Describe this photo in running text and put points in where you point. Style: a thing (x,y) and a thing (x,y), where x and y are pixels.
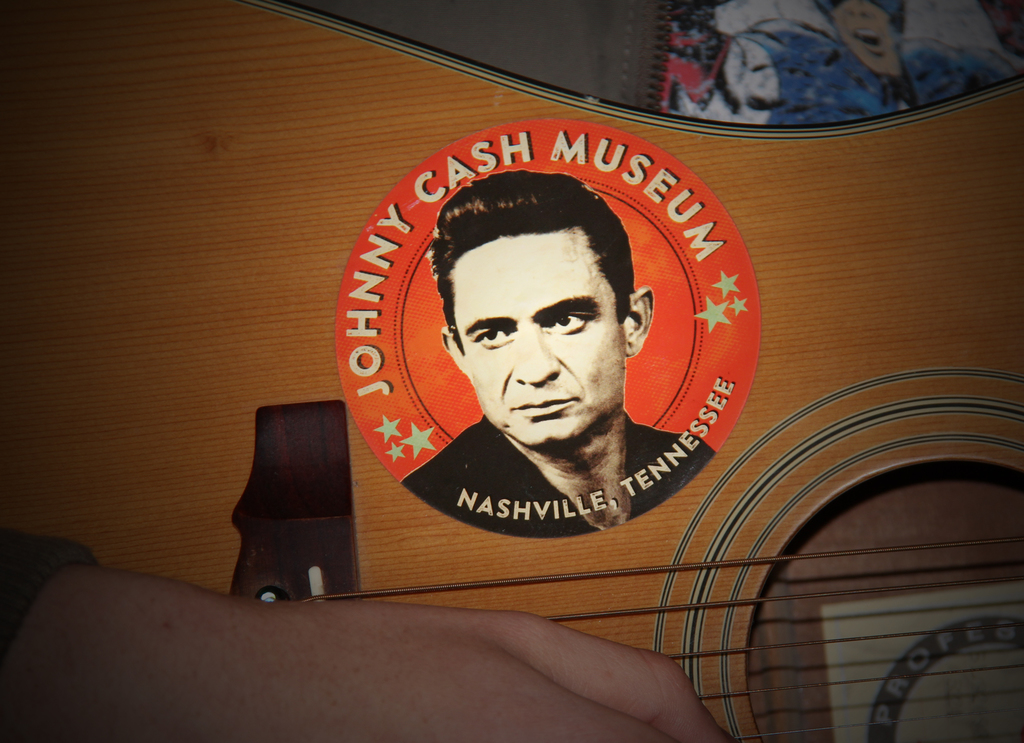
In this picture we can see the hand (210,676) of a person (193,669). There is some text (696,255), images (535,478) of the stars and a person (440,465) on this guitar (155,90). We can see a colorful object (687,94) in the top right (808,33).
